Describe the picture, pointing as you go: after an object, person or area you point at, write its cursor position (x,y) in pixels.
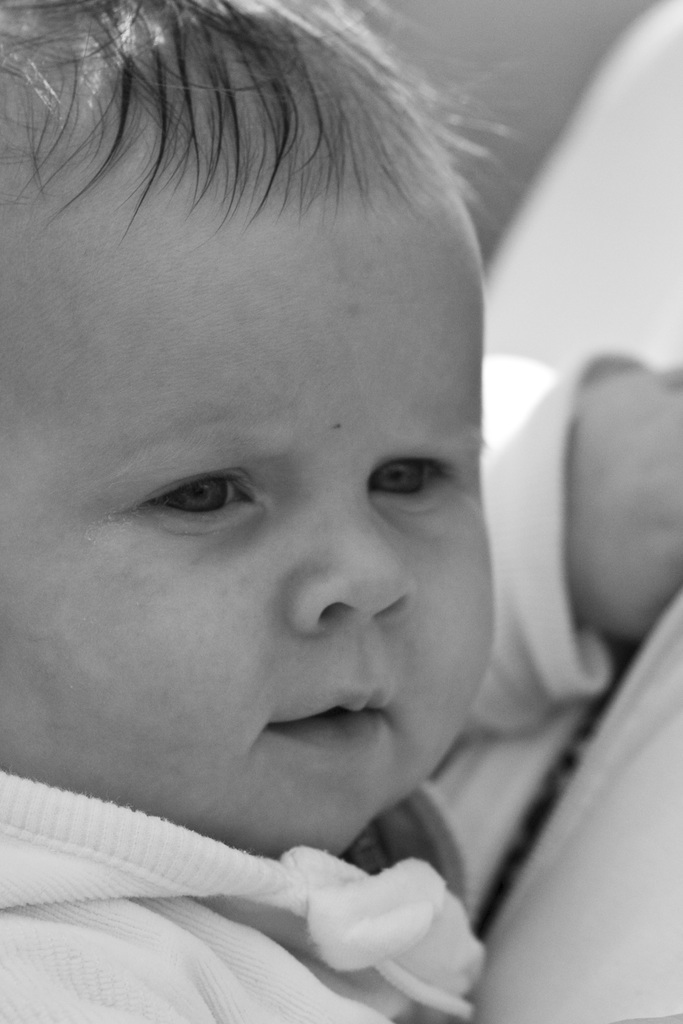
In this picture I can observe a baby (164,356). This baby (123,560) is wearing white color dress (292,866). This is a black and white image.
